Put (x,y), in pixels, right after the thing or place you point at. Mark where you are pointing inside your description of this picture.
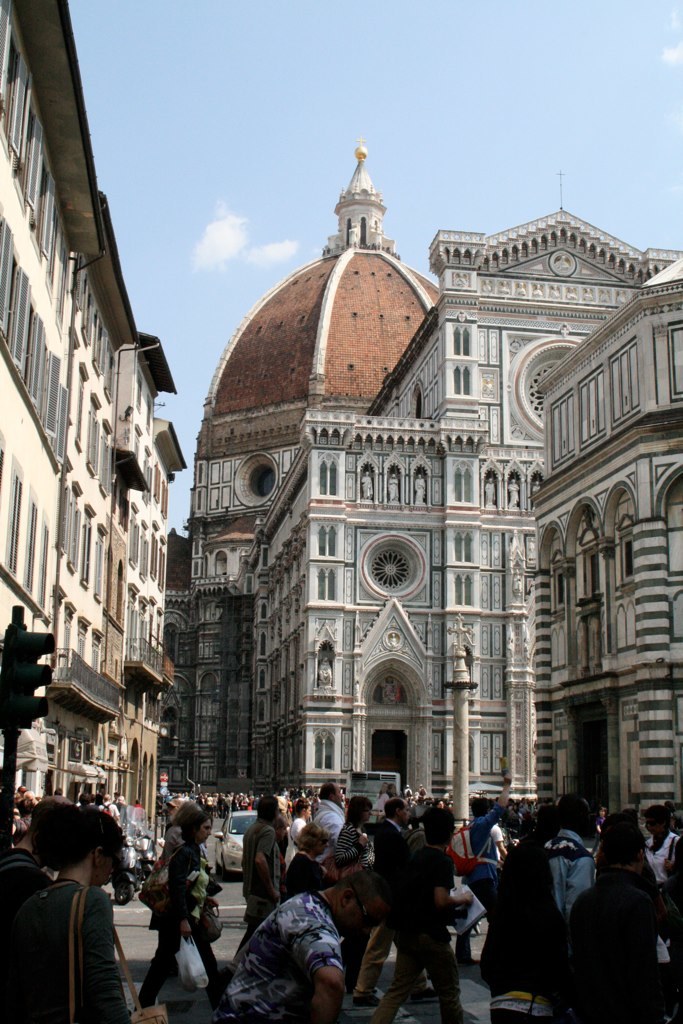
In this image I can see road (230,917) and on it I can see number of people (260,975) are standing. I can also see few vehicles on it. Here I can see a pole (10,743), few signal lights (22,698) and in the background (221,525) I can see number of buildings (304,562), clouds (229,251) and the sky (396,152).
